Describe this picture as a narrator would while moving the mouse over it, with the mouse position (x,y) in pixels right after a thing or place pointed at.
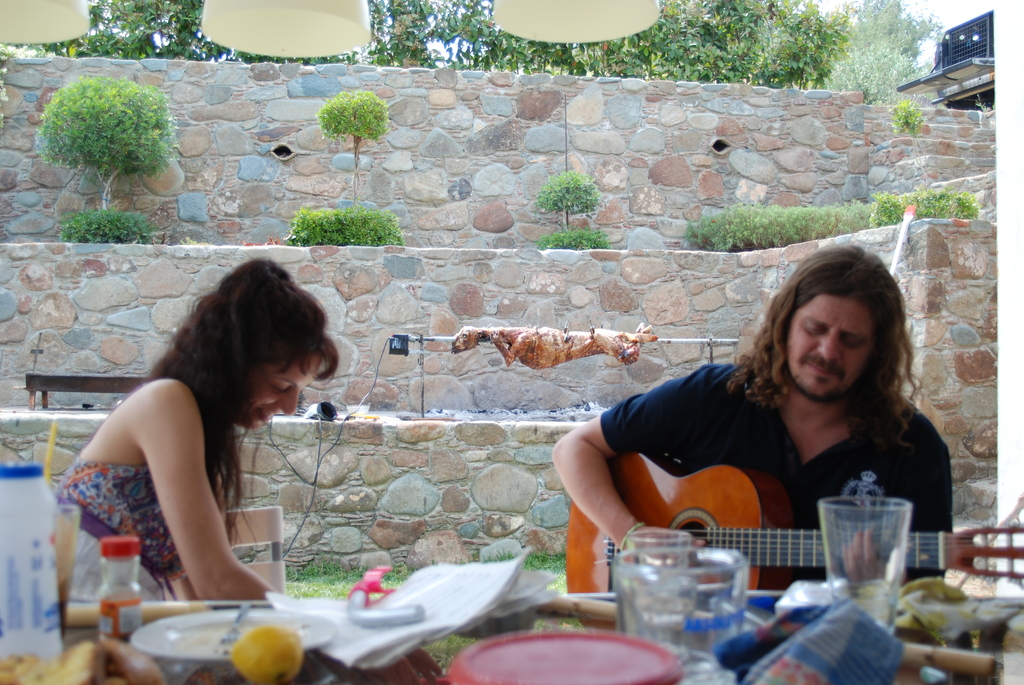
This woman (192,515) and this man (823,345) are sitting on chairs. This man (790,444) is playing guitar (793,531). In-front of this person's (635,403) there is a table (274,659), on this table (312,664) there is a glass (856,566), box (589,636), bottles (32,554), cloth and plate (218,631). We can able to see plants (83,144) and trees (671,26).
